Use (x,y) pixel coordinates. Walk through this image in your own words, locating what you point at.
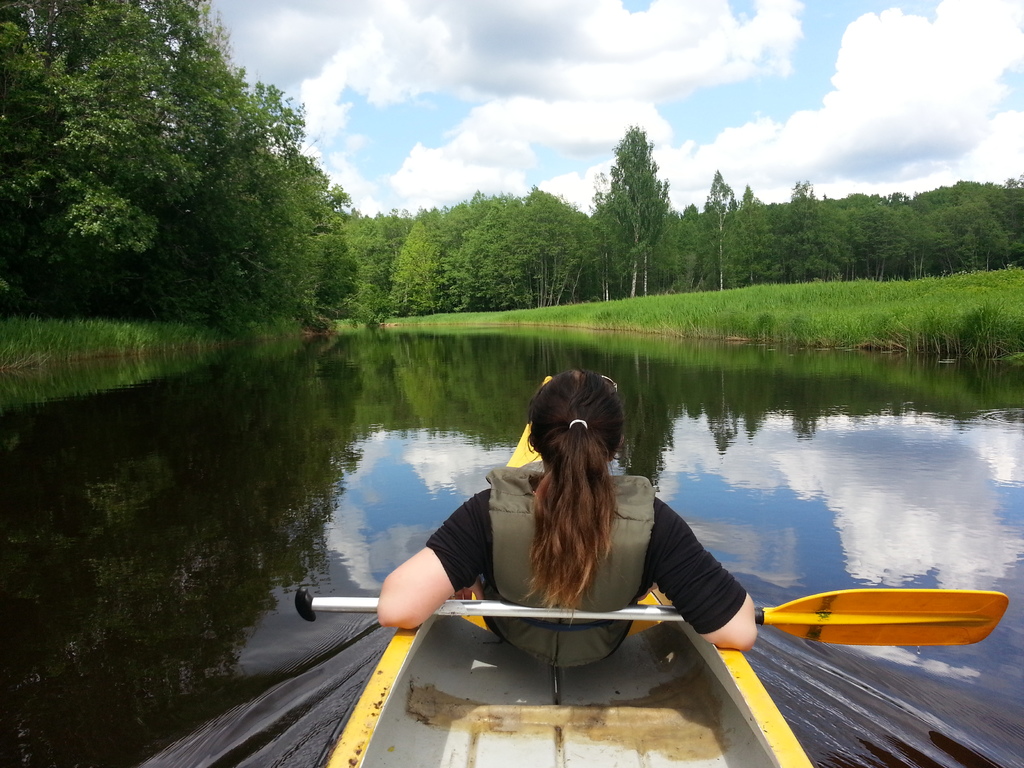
Here in this picture we can see a woman (513,527) sitting in a boat (480,717), which is present in water (1002,759) and we can see is wearing a life jacket (514,483) and behind her we can see a paddle (621,615) on which she kept her hands (691,598) and in the front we can see the ground (683,322) is fully covered with grass (796,338) and we can also see plants (130,257) and trees (728,268) covered over there and we can see clouds (587,108) in the sky (468,112).
